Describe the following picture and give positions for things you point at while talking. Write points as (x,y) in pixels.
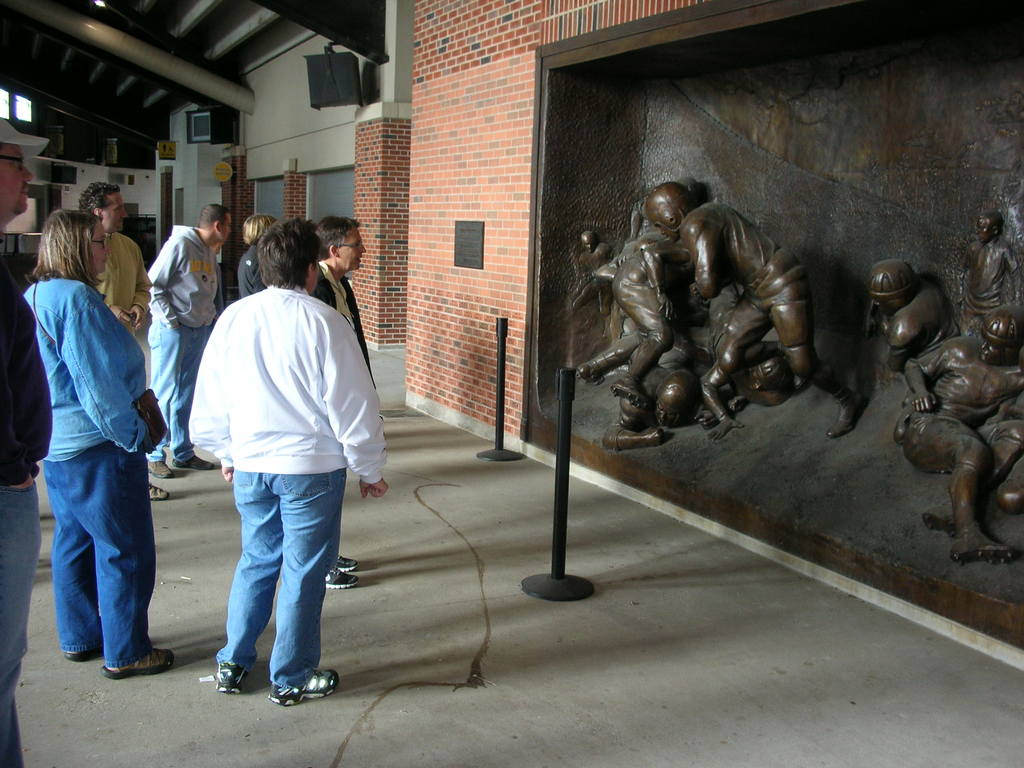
In this image there are group of people (201,365) standing on the floor (179,490) and looking at the sculptures (731,267) which are in front of them. At the top (165,105) there is ceiling (193,24). In the background (351,171) there is a wall (204,176). In front of them there are two poles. The sculptures (877,287) are fixed inside the wall (456,111). At the top (220,129) there are two televisions (316,101) which are attached to the roof (266,56).
